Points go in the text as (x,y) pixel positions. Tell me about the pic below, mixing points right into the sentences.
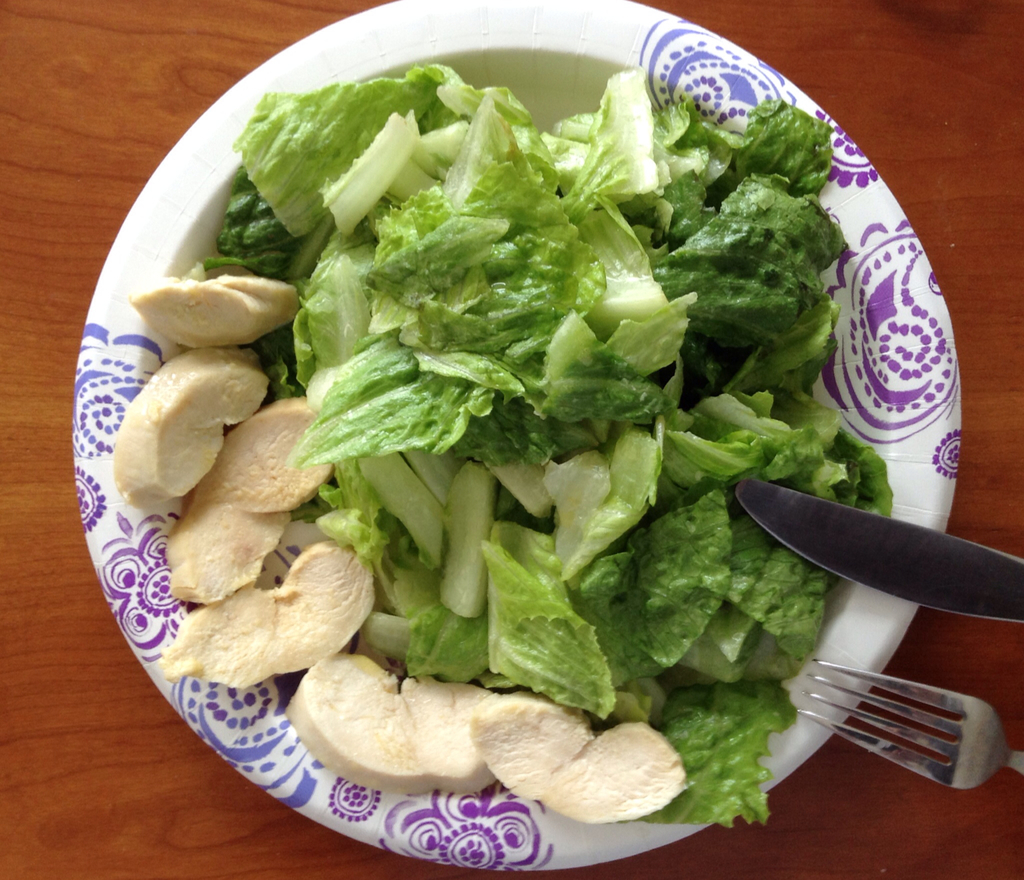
In this picture we can see a plate (501,812), we can see some vegetables (493,372) present in this plate (339,788), on the right side (874,578) there is a knife (931,578) and a fork (934,739), at the bottom (73,718) we can see wooden surface (44,729).
